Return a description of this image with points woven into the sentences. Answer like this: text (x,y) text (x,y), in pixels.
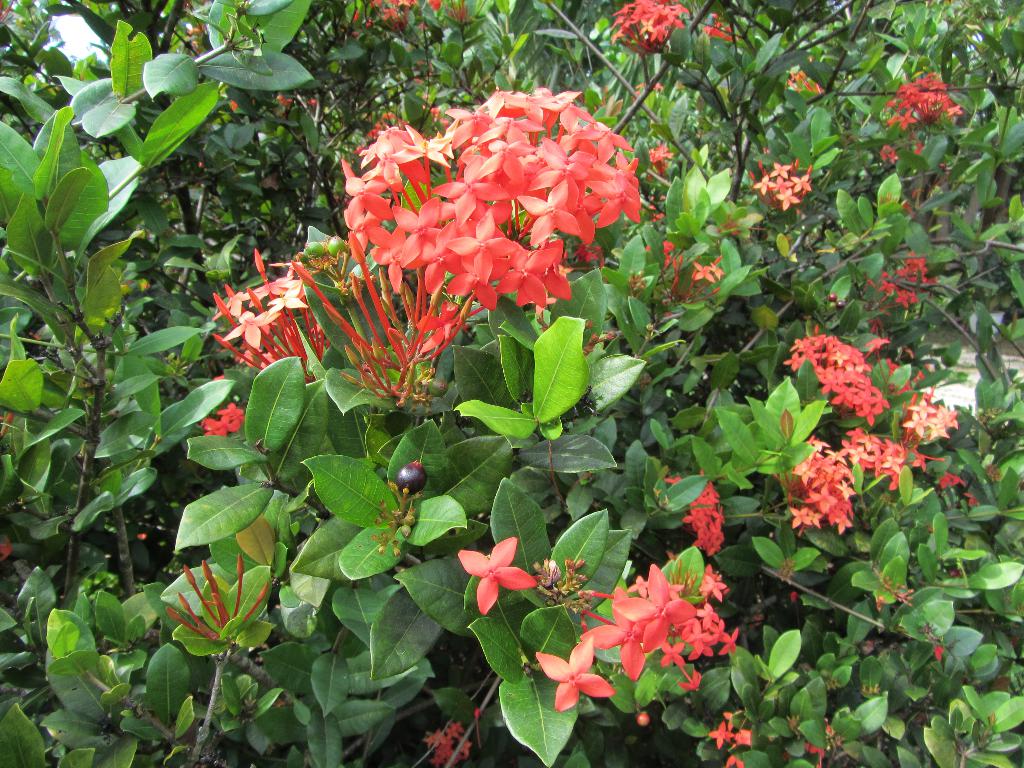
It is a zoom in picture of flower plants (454,574) and the flowers (374,254) are in red color.
